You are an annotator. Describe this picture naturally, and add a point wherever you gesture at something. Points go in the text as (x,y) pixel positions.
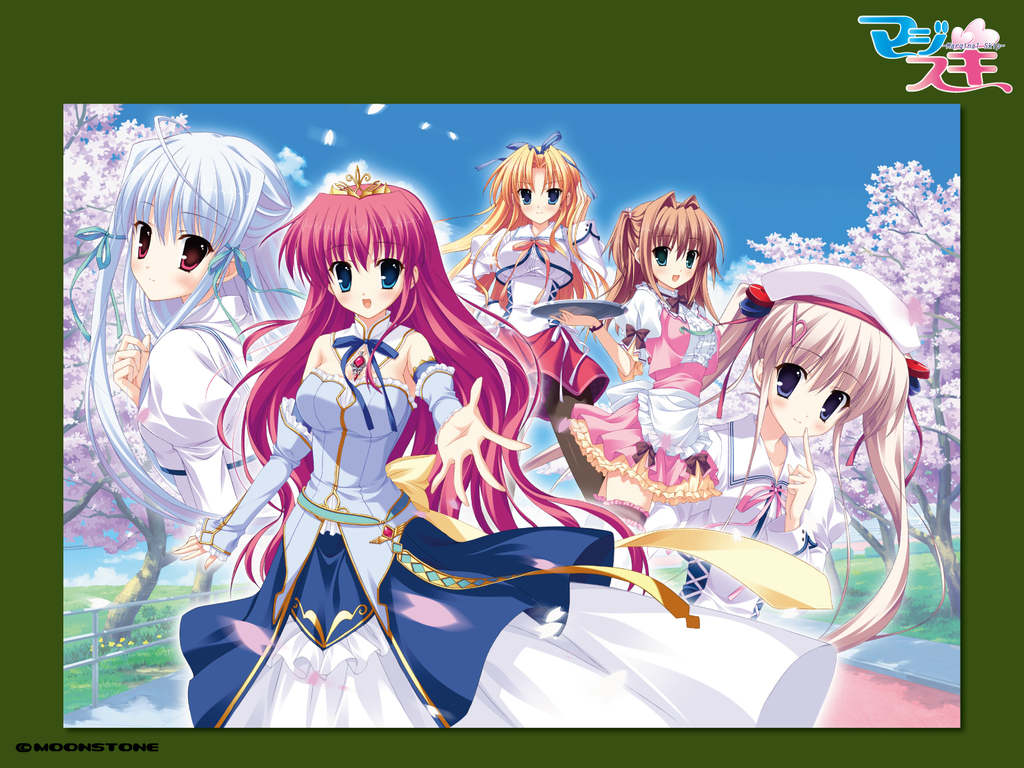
This is the animated picture. Five persons (589,649) are standing here. These are the trees (108,159). And on the background (749,176) there is a sky (727,171).
